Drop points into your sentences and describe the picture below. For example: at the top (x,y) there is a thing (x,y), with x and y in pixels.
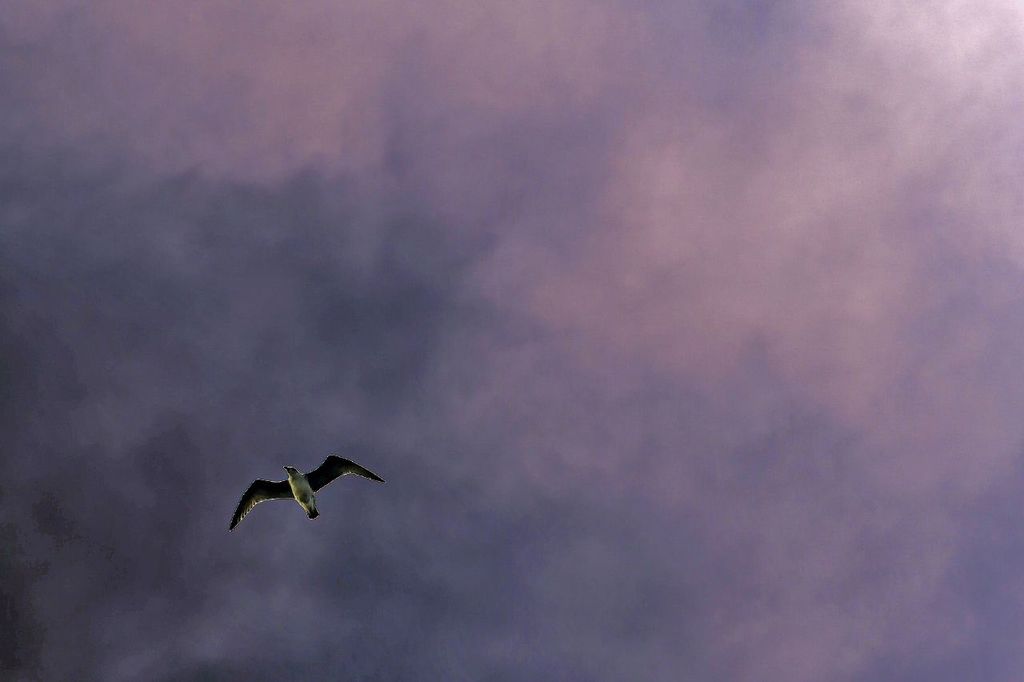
In the image there is a bird (304,481) flying in the sky (619,344).
